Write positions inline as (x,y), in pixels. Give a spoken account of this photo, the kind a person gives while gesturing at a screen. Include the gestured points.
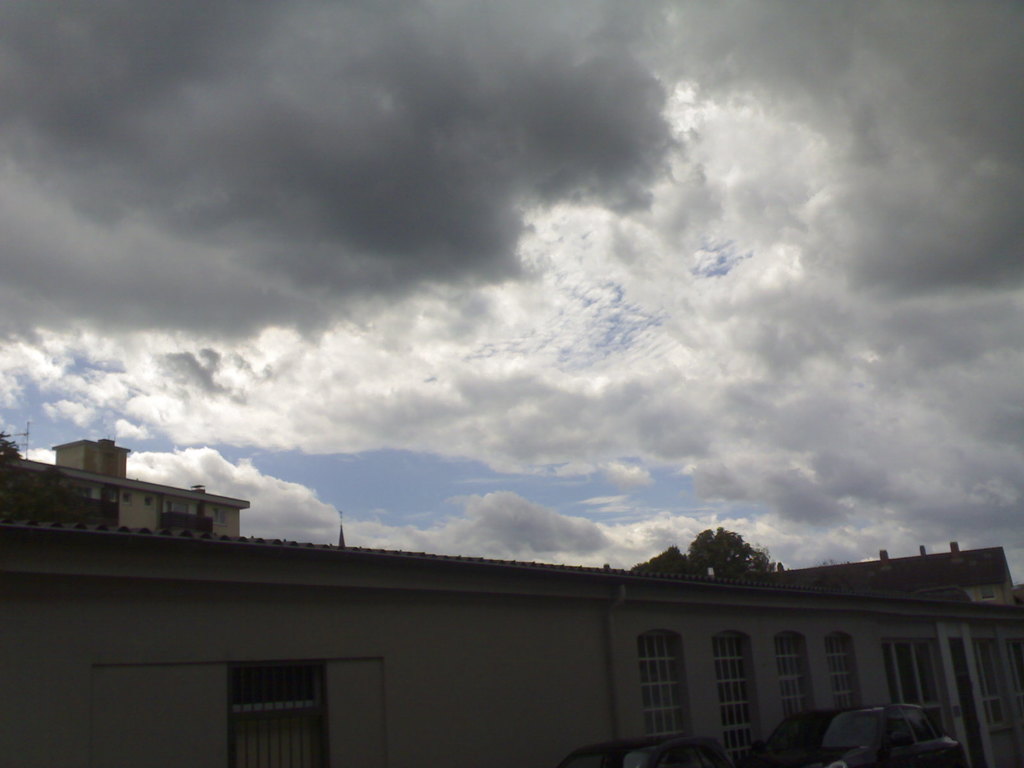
In the image we can see there is a building (532,599) and there are trees (656,564) and there is a cloudy sky (421,351).
